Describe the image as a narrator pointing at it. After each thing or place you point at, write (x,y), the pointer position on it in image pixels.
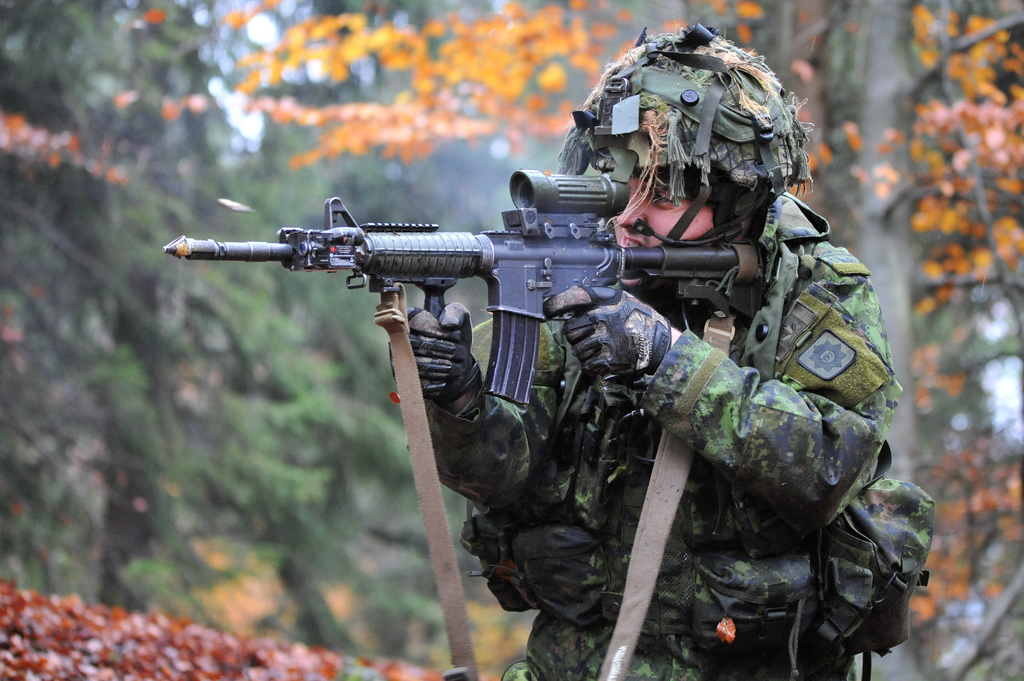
In the picture there is a soldier (643,323) and soldier (625,227) is holding a weapon (654,272) and the background of the soldier (742,70) is blur.
